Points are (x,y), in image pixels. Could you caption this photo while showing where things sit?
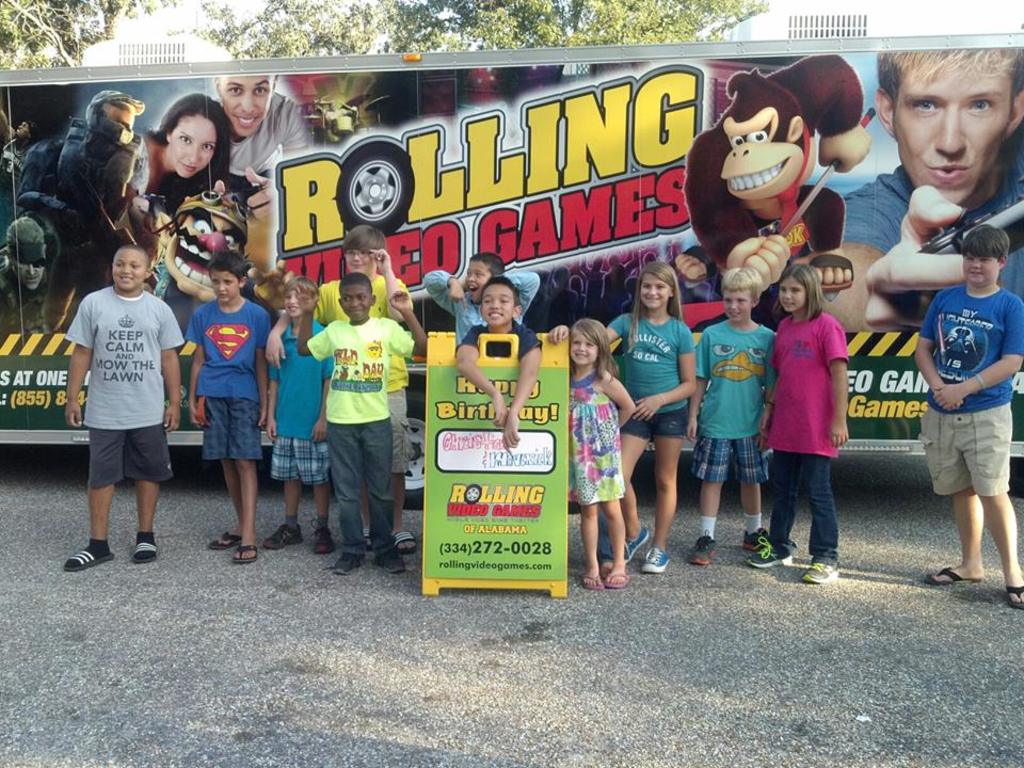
In the image there are many kids (374,388) standing on the road (281,628) in front of a banner (344,173) with anime images (117,182) and text (499,213) on it, in the middle (488,340) there is a ad board (564,465) and in the background (628,15) there are trees (470,44).
